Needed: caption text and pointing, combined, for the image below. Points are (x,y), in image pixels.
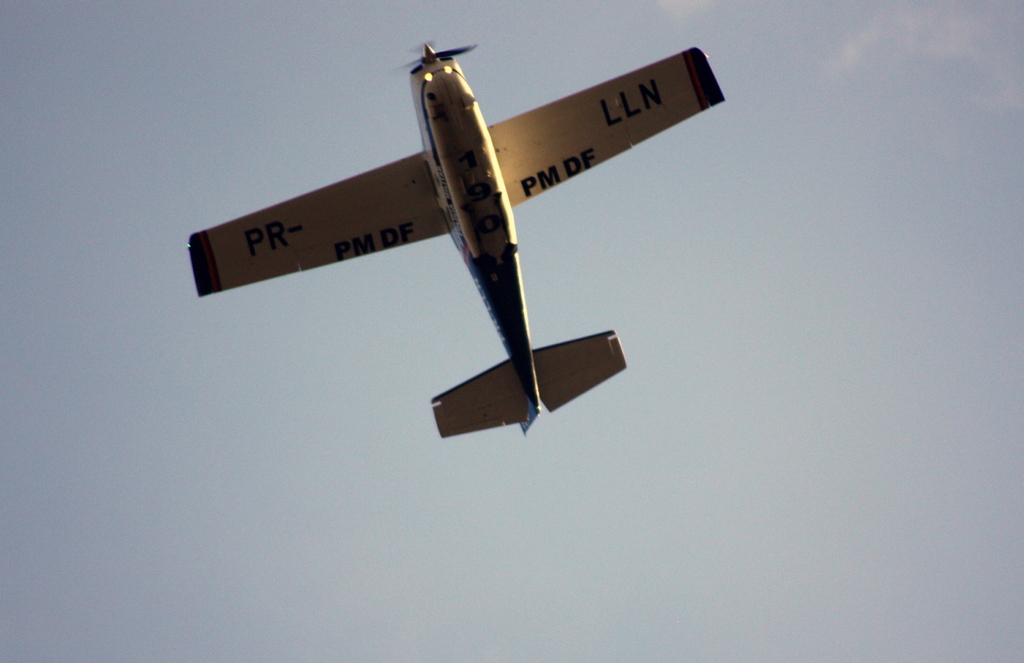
An aeroplane (456,214) is flying in the air (538,311), it is in white color and this is the sky (810,269).
